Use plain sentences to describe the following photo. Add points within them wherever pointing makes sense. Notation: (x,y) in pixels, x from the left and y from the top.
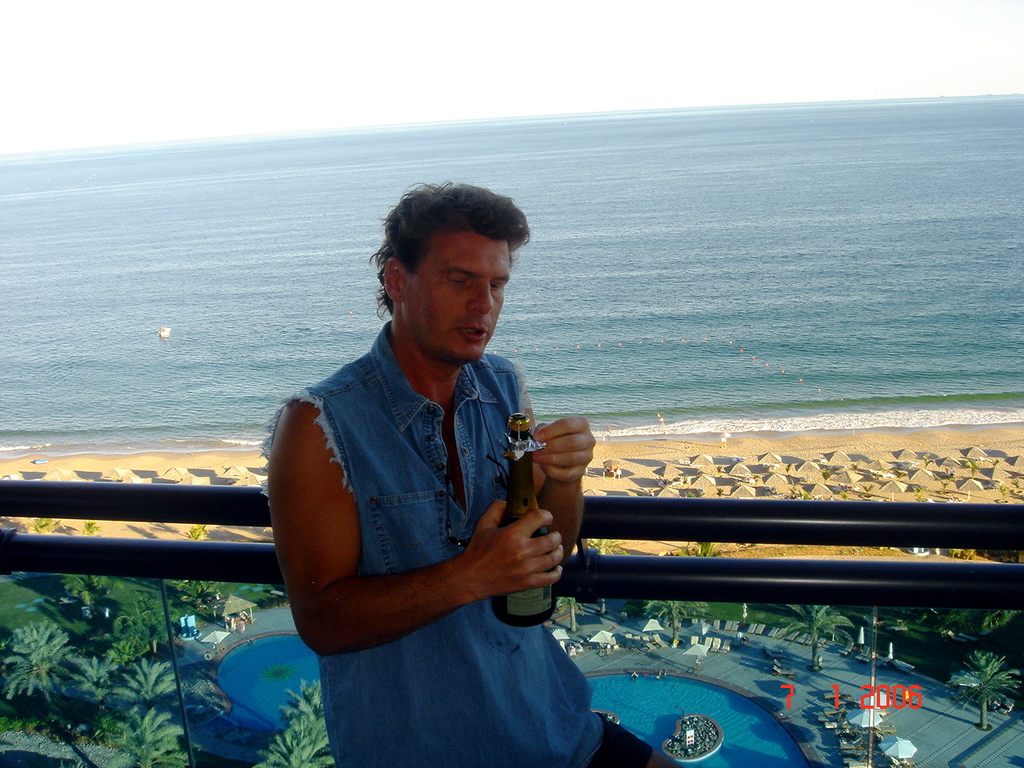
In this image we can see a person (424,507) wearing shirt (394,562) is holding a bottle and here we can see the steel railing (914,532) and glass (897,729) through which we can see the swimming pool (738,716), trees (984,619) and chairs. Here we can see the sand (923,443), water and sky (777,84) in the background (750,118). Here we can see the watermark (848,710) on the bottom right side of the image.
